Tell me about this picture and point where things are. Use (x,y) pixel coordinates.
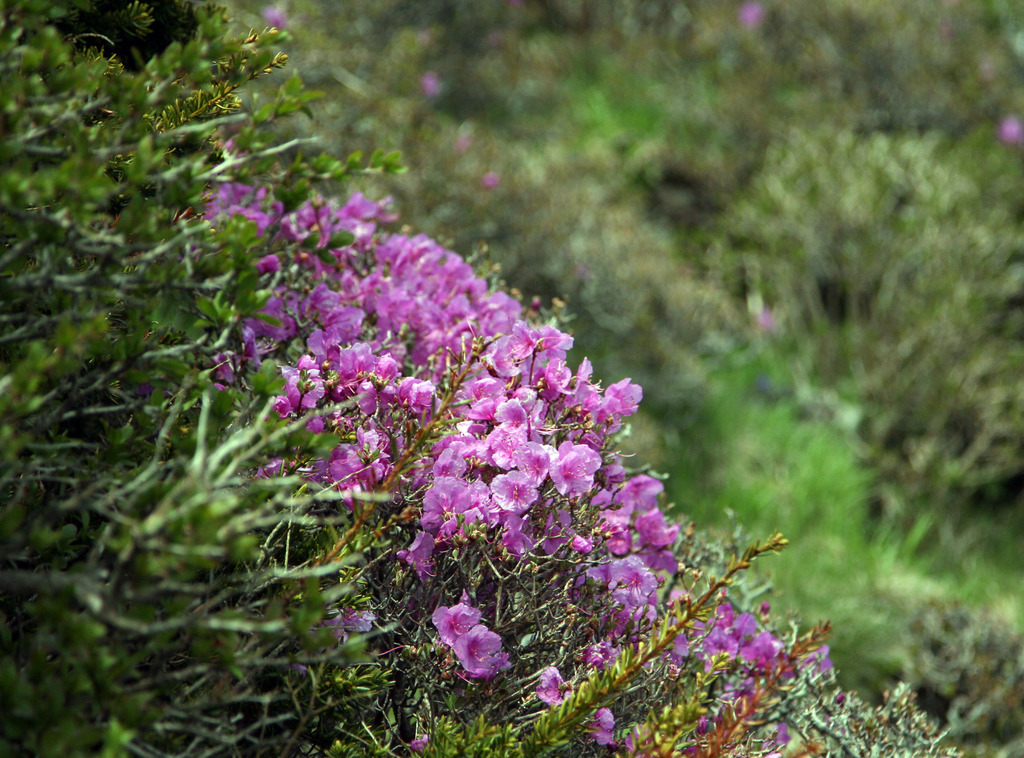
In this picture I can see plants (666,534) with pink flowers (312,357), and there is blur background (865,357).
